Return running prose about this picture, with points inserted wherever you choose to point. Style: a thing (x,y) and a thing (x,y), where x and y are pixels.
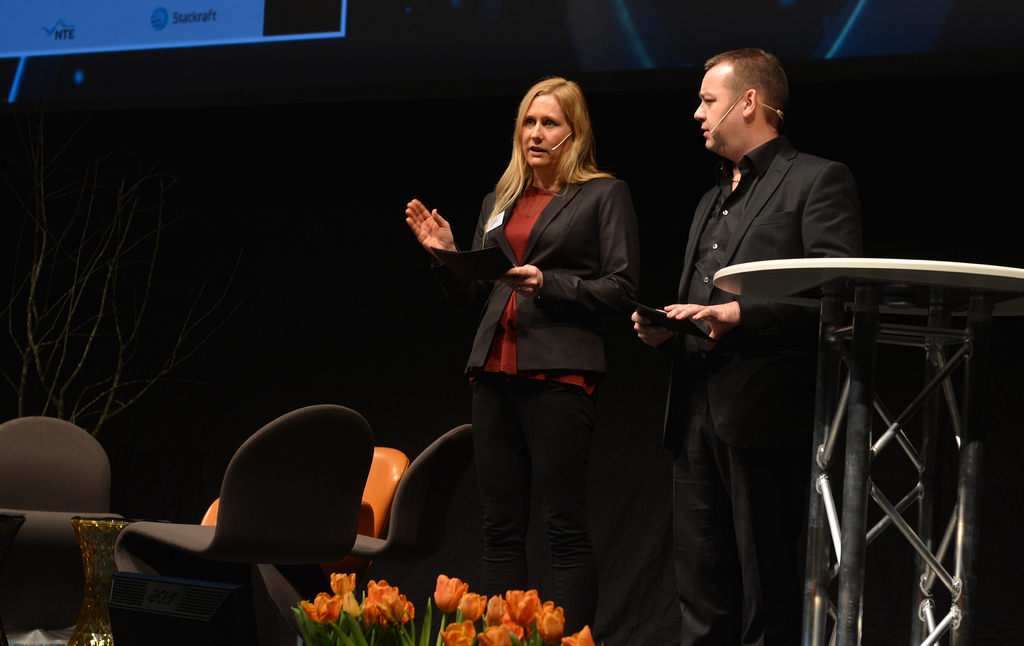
In this picture we can see a man (699,269) and a woman (599,249) are standing, they are holding cards (494,269), on the right side (887,334) there is a table (938,305), at the left bottom (255,527) we can see chairs (273,504), there are some flowers (413,621) at the bottom (506,622), in the background (249,23) there is a screen (197,42).
